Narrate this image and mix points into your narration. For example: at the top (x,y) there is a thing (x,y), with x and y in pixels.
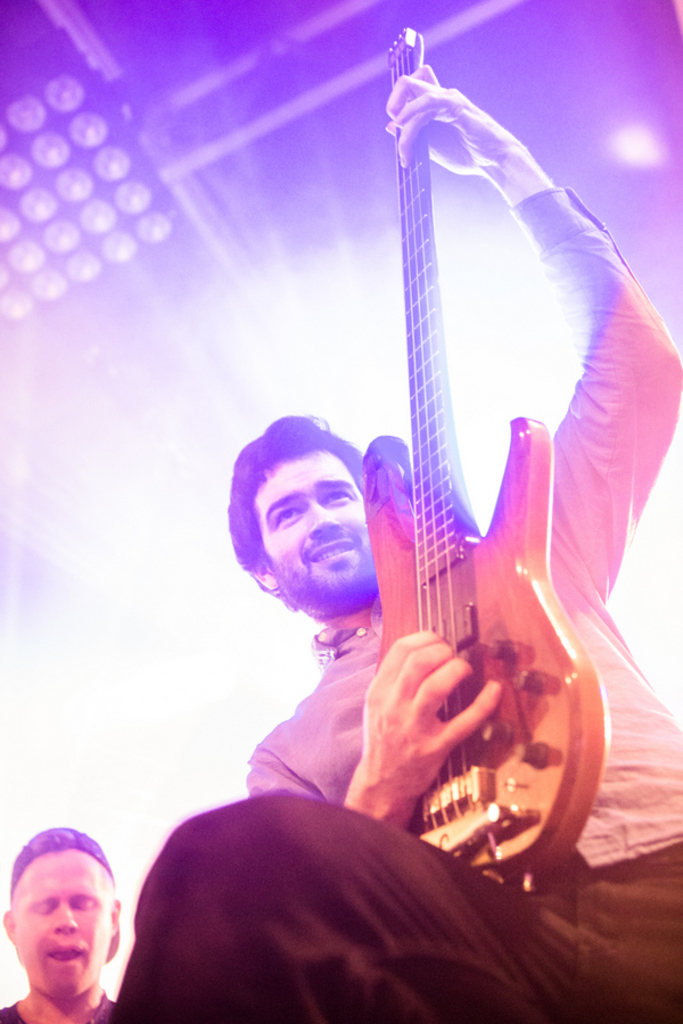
This picture shows a man (653,834) playing a guitar (438,375) and we see a man (98,948) standing.
